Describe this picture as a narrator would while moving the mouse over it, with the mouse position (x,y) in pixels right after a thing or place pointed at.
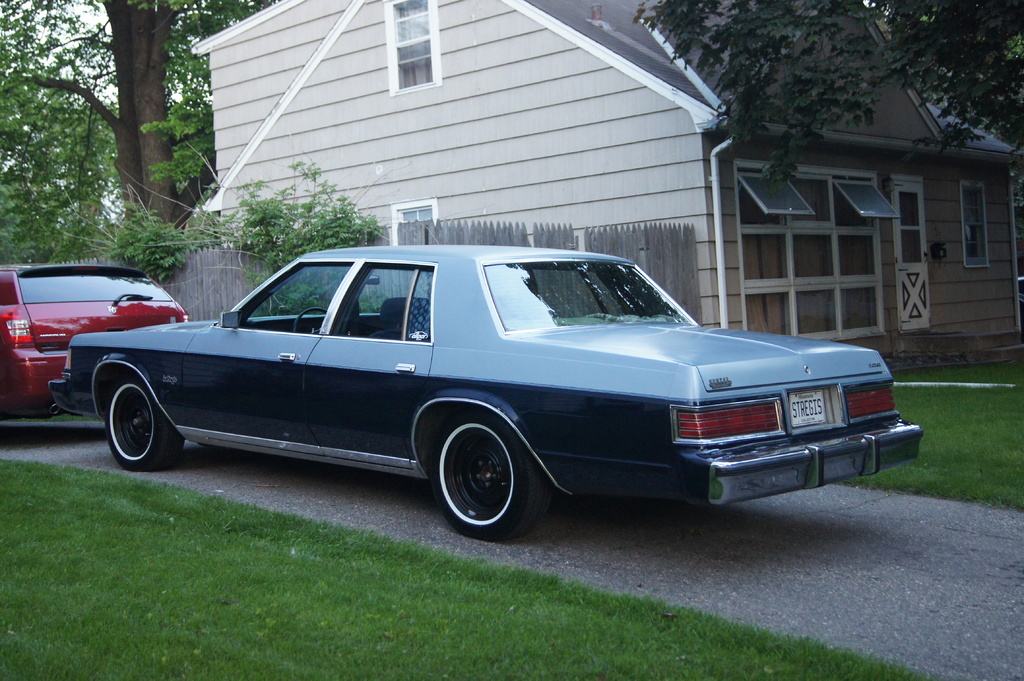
In this picture we can see there are two vehicles (135,353) on the road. Behind the vehicles (90,306), there are trees (168,168), fence (168,278), house (331,143) and the sky (89,74). At the bottom of the image (152,628), there is grass (99,626).
